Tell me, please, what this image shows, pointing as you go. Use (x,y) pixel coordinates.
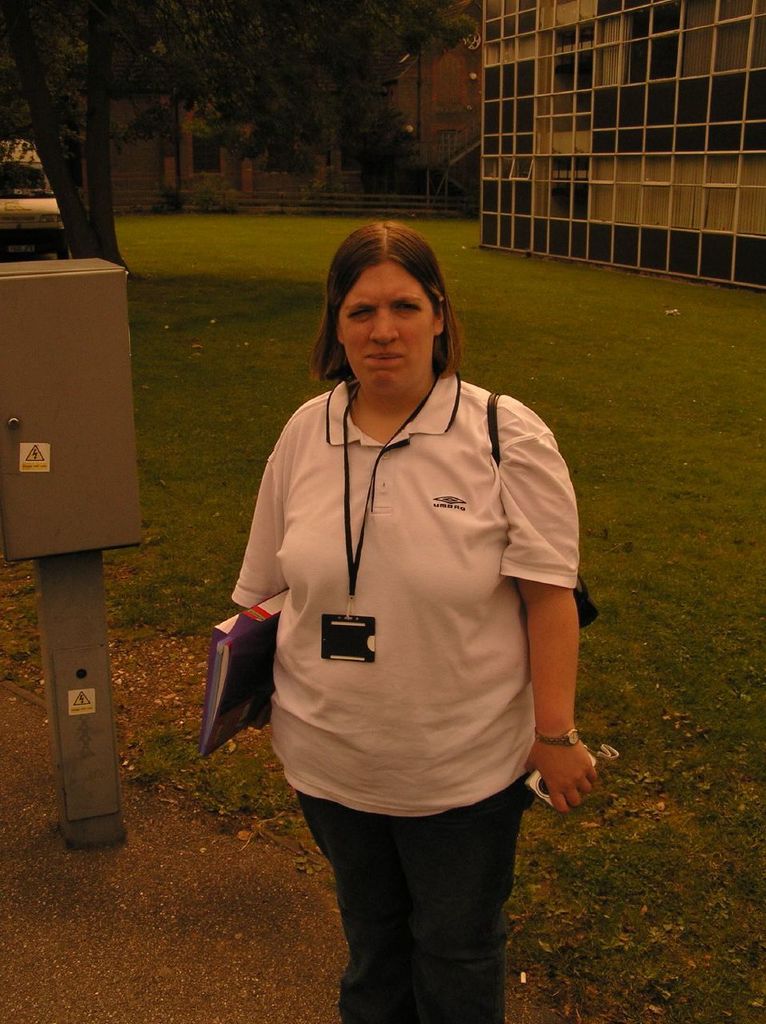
In this image I can see a woman (509,432) holding a file (223,668), visible in the foreground (311,707), in the background (599,143) buildings (614,143), trees (63,104) visible on the left side (61,289) there is a vehicle (17,191), pole (73,733).
